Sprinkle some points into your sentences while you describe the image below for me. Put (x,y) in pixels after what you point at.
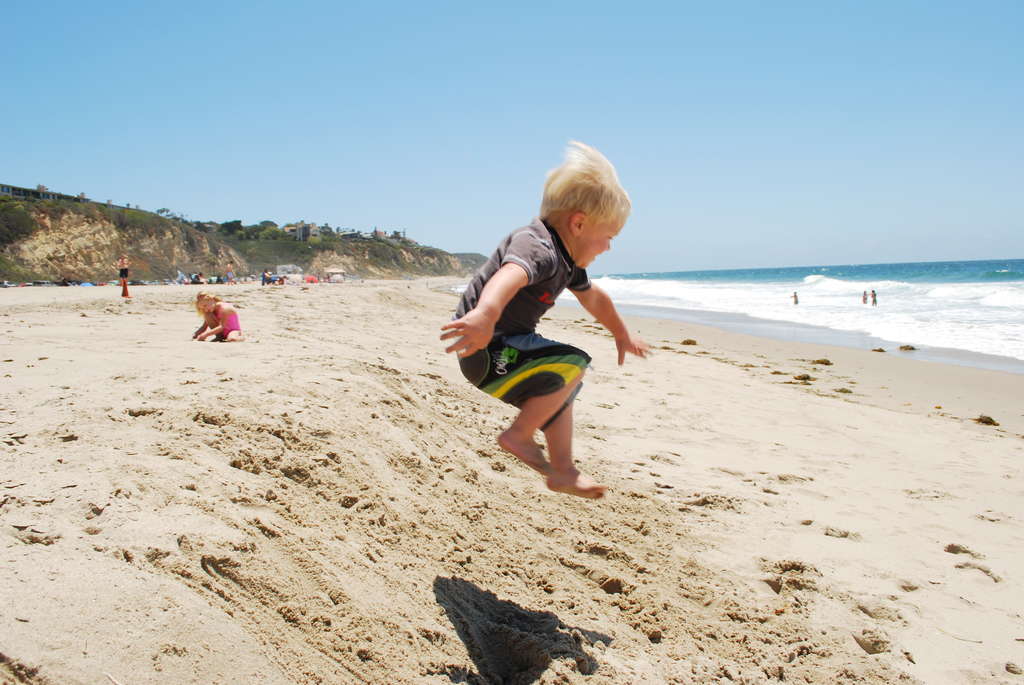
This picture describes about group of people (464,355), few are on the sand (479,438) and few are in the water (845,294), in the middle of the image (541,300) we can see a boy (525,404), he is jumping, in the background (322,234) we can see few trees (222,223).
